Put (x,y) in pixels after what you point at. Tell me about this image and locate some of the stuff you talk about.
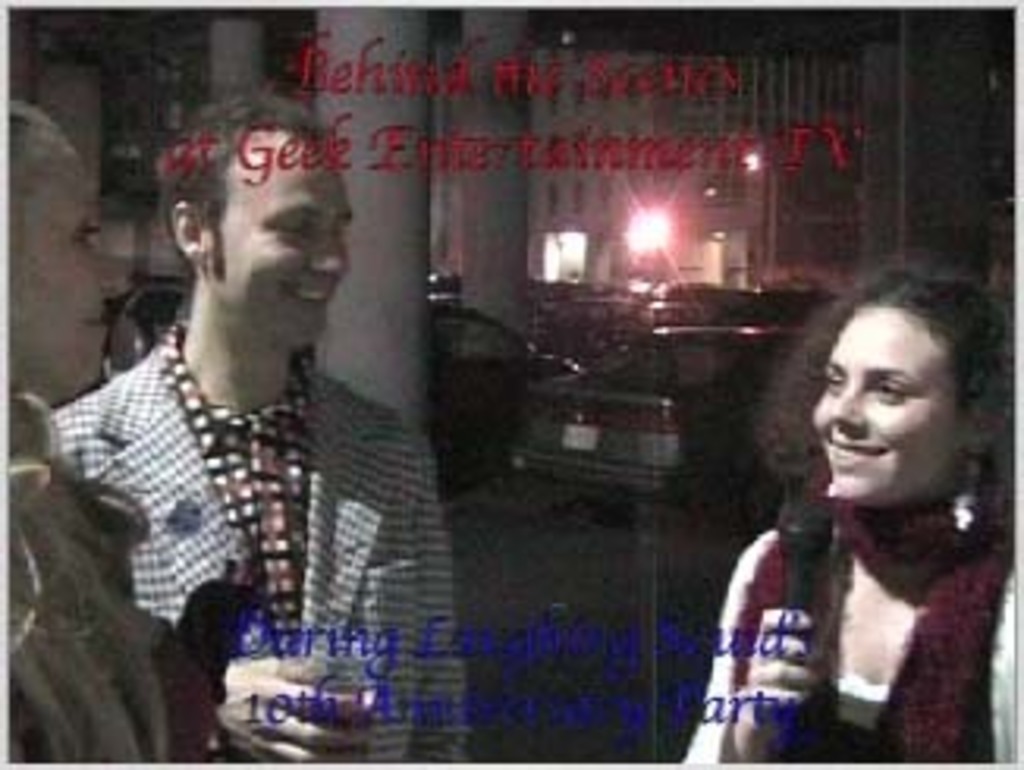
In this picture there is a woman (931,599) standing and holding a mic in her hand (800,623) in the right corner (880,620) and there are two persons (24,659) standing in front of her and there are few vehicles (501,397) and a building (607,251) in the background (664,260) and there is something written above and below the image.
